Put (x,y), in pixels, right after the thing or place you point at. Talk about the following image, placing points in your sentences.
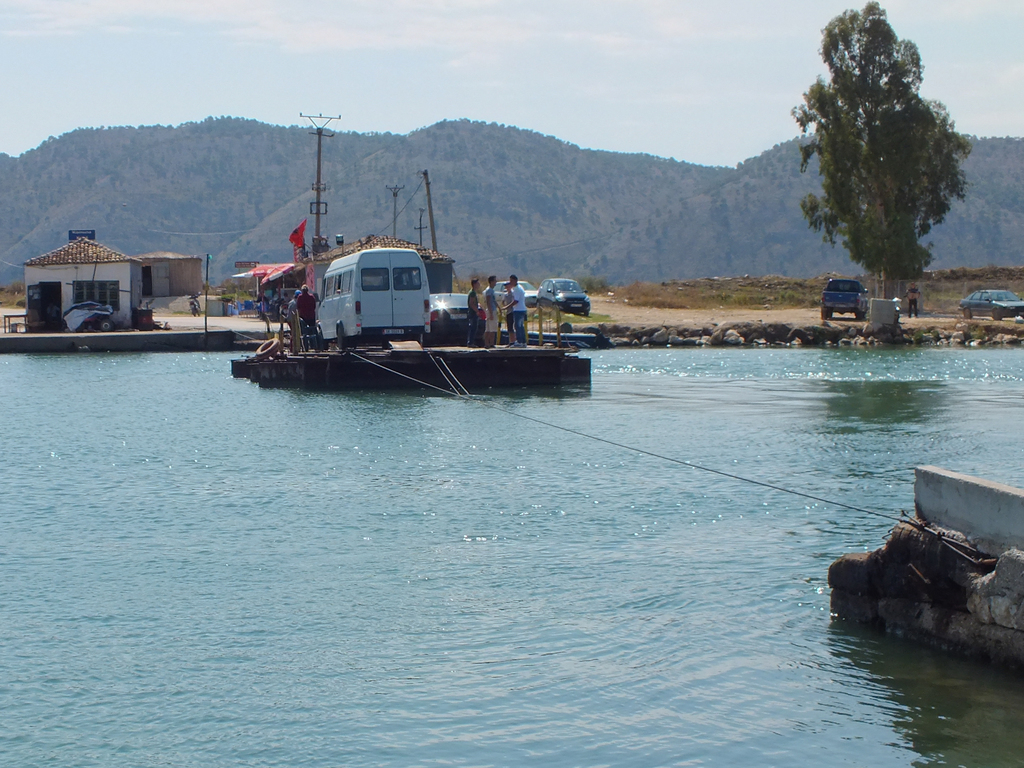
In this image I can see few people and few vehicles (398,314) on the wooden surface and I can also see the water (600,358), few houses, vehicles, trees (862,222) in green color and the sky (431,88) is in blue and white color.
